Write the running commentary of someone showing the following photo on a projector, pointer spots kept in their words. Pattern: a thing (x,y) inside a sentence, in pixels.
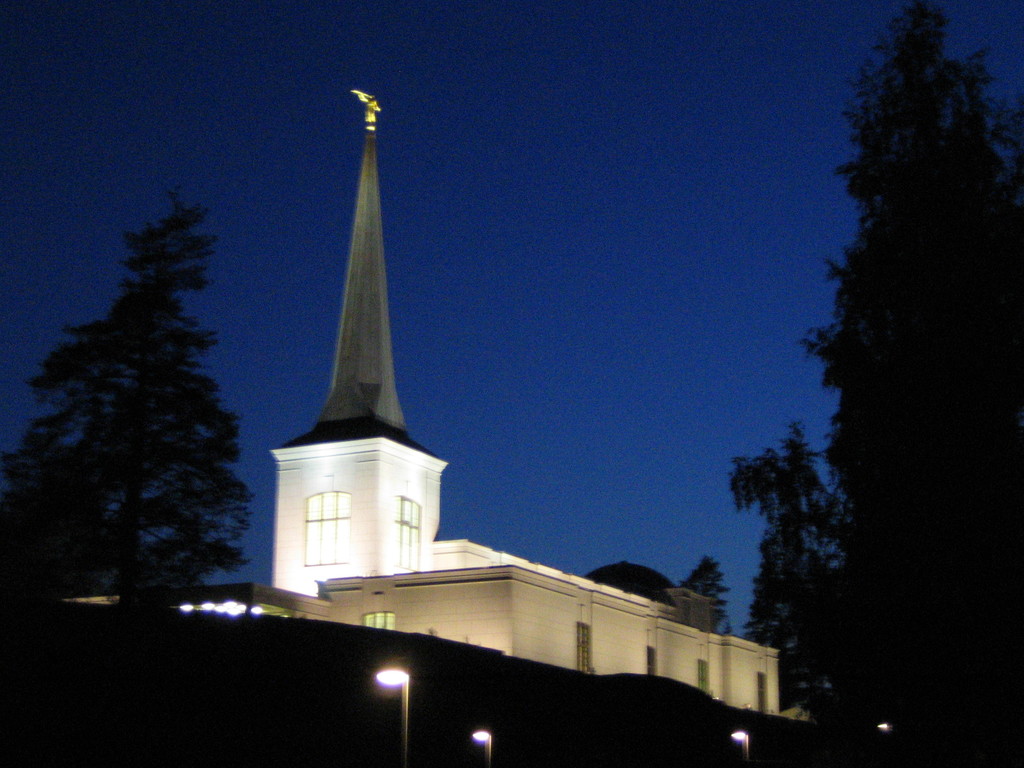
In this picture we can see few trees (904,470), lights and a building (364,561).
